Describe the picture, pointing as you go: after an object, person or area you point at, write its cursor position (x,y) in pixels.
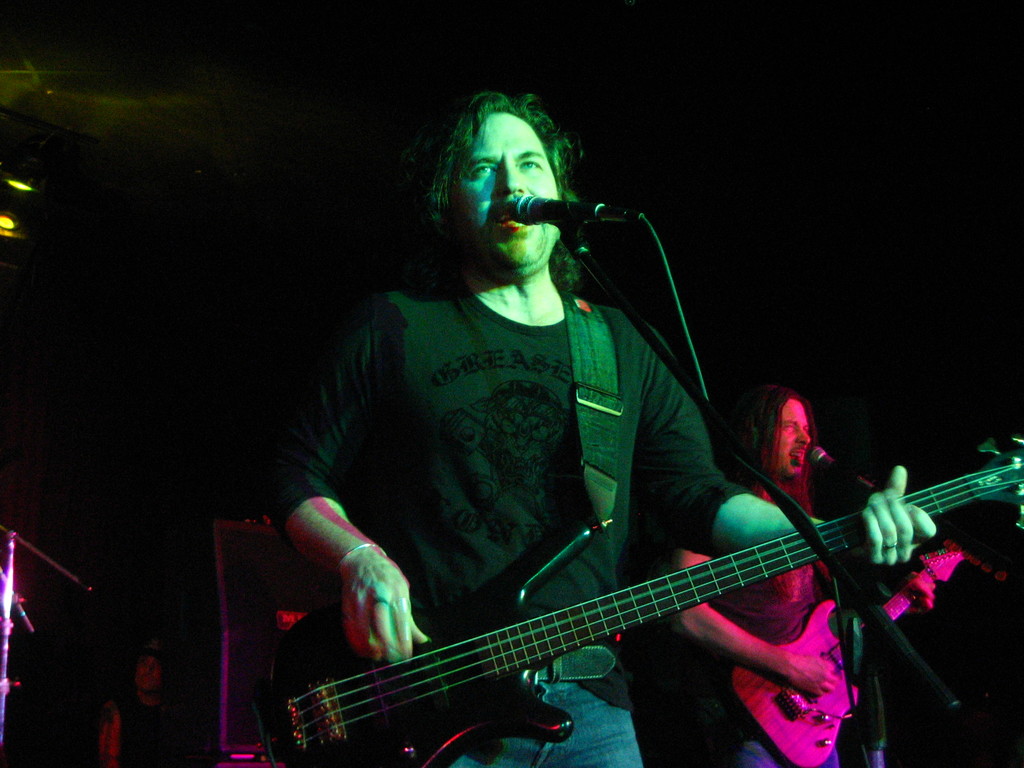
In this image we can see this two persons (554,465) are holding guitar (380,666) in their hands (881,538) and playing it. They are singing through the mic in front of them. There is a dark background (97,466).
